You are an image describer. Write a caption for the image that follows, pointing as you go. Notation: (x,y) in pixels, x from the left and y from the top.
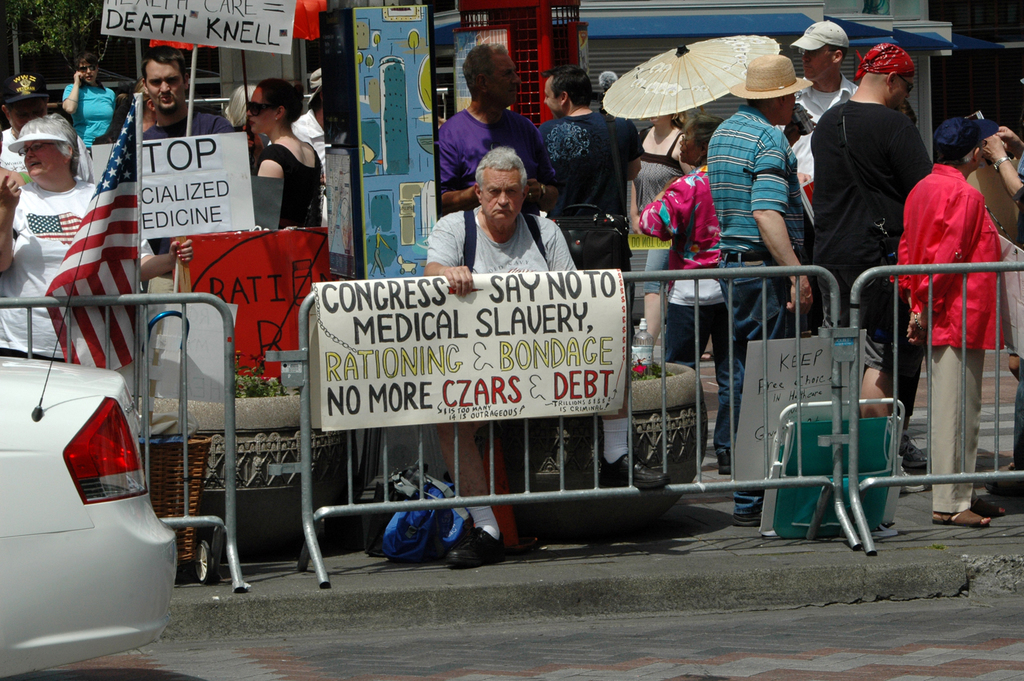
In this image, we can see some people (546,174) standing and there are some posters (467,345), we can see a white car (28,655) on the left (7,624).
